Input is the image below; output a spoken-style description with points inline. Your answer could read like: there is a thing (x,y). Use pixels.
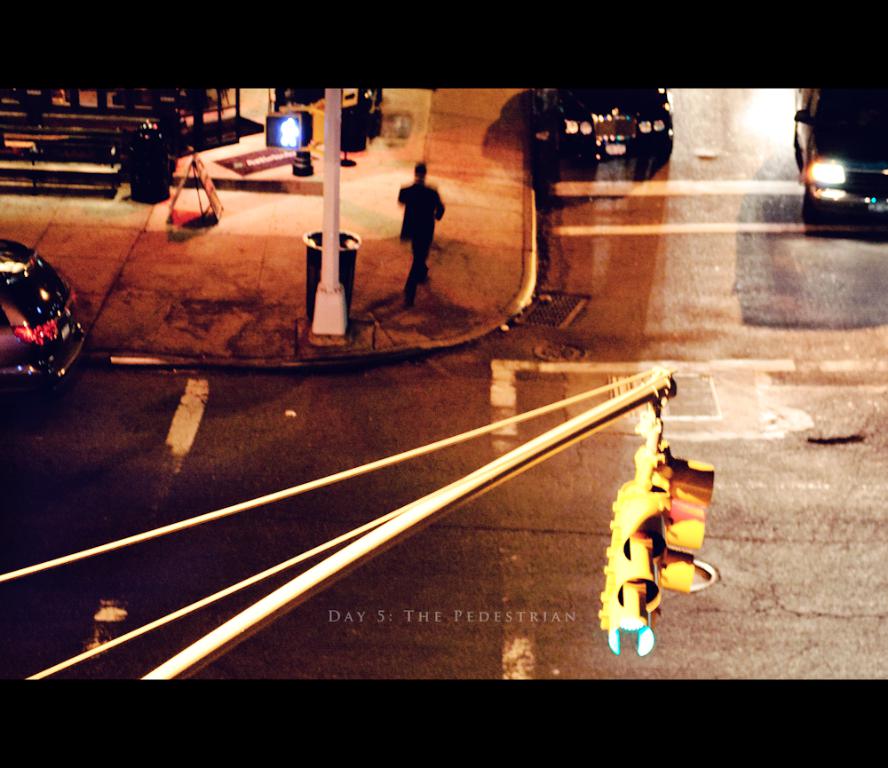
At the bottom of this image (551,616), there is a watermark (330,620) and there are signal lights (622,603) attached to a pole (93,650). On the left side (0,262), there is a vehicle (13,250) on the road (107,486). On the right side (865,90), there are two vehicles (816,189) on the road (844,544). In the background (309,294), there is a person (423,235) walking on a footpath (439,265), behind him, there is a dustbin (317,272) and a white color pole (339,287), there is a signal light (268,134) and there are other objects (66,135).
